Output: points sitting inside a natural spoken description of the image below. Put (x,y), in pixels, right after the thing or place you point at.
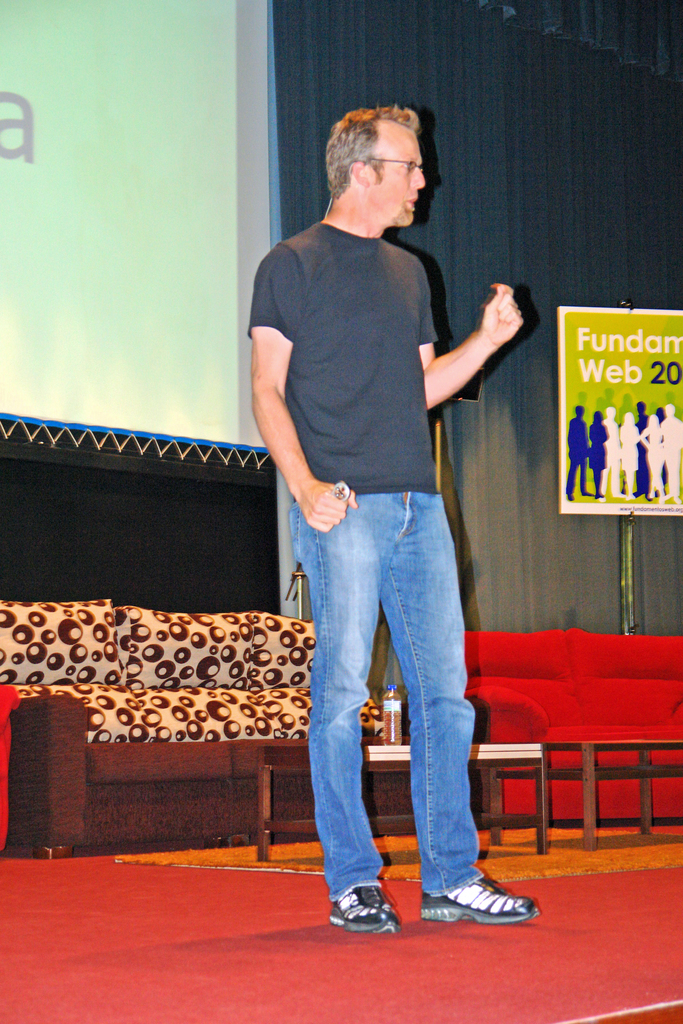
In this image there is a person (316,566) standing on the stage (301,975) and holding an object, there are sofas (524,780), a bottle (391,742) on one of the tables (509,771), a poster (624,511) attached to the wall (594,105) and a screen (108,272) with a text (8,153).
